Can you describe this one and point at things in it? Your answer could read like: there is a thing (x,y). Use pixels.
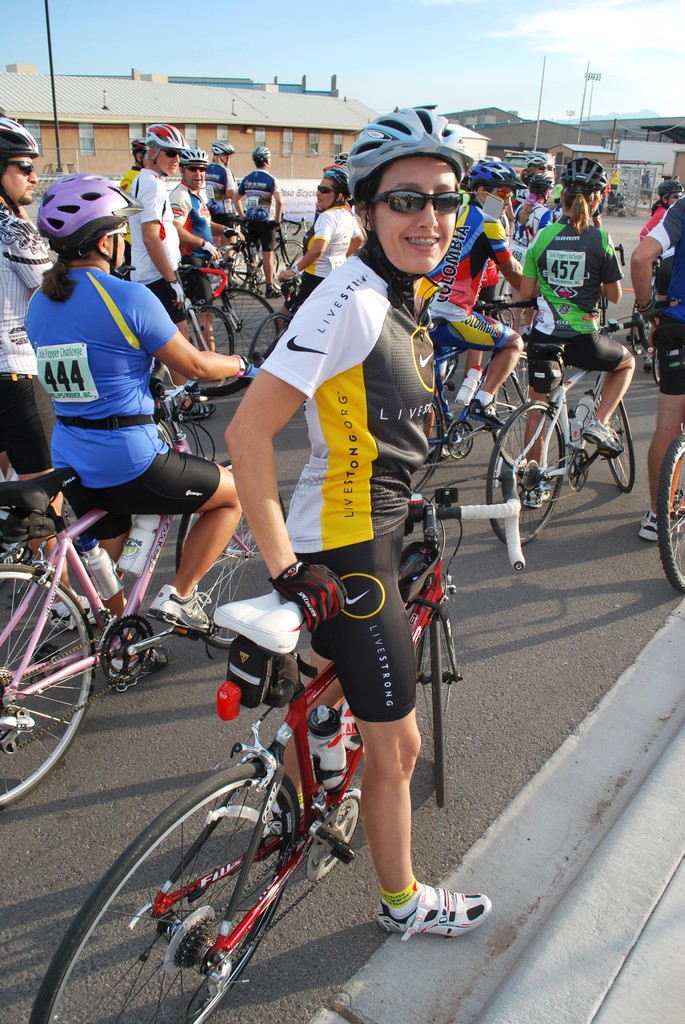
There are many persons (279,362) holding cycle (276,626) and standing. A person (274,393) in the front (337,416) is wearing white and black dress (366,455). She is having a goggles (421,199), helmet (416,139) and a gloves (323,601). In the background (149,98) there are buildings (299,122), poles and sky (300,59).
